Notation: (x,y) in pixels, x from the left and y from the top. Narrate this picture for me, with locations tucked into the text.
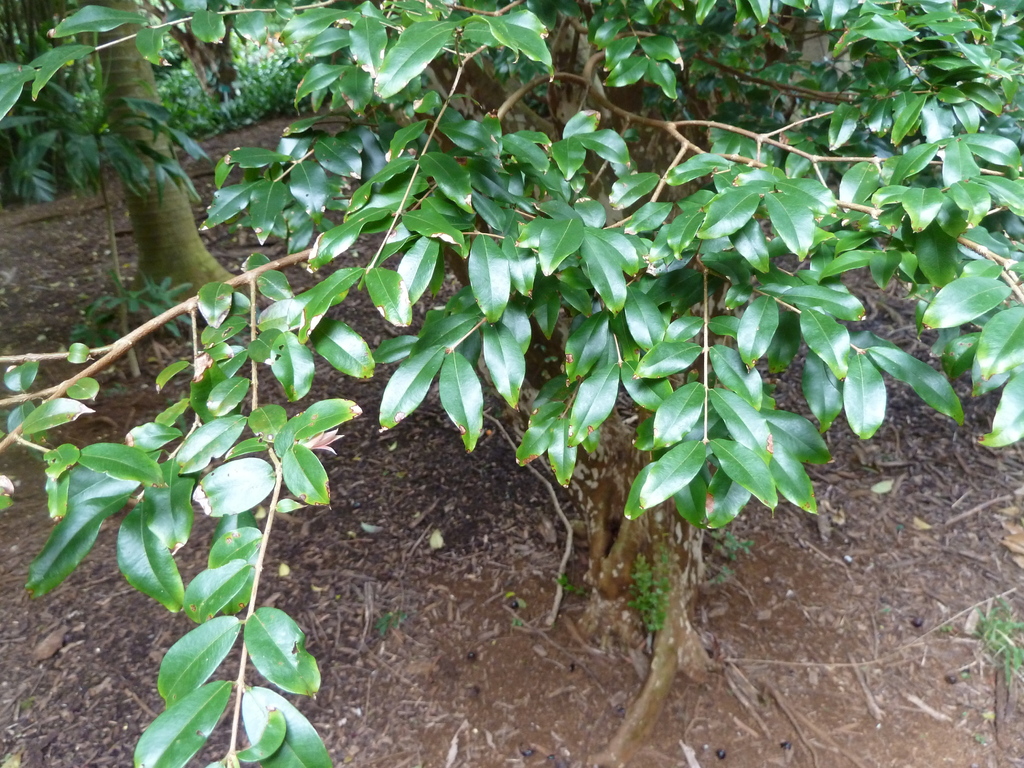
In the image we can see some trees (393,50).
